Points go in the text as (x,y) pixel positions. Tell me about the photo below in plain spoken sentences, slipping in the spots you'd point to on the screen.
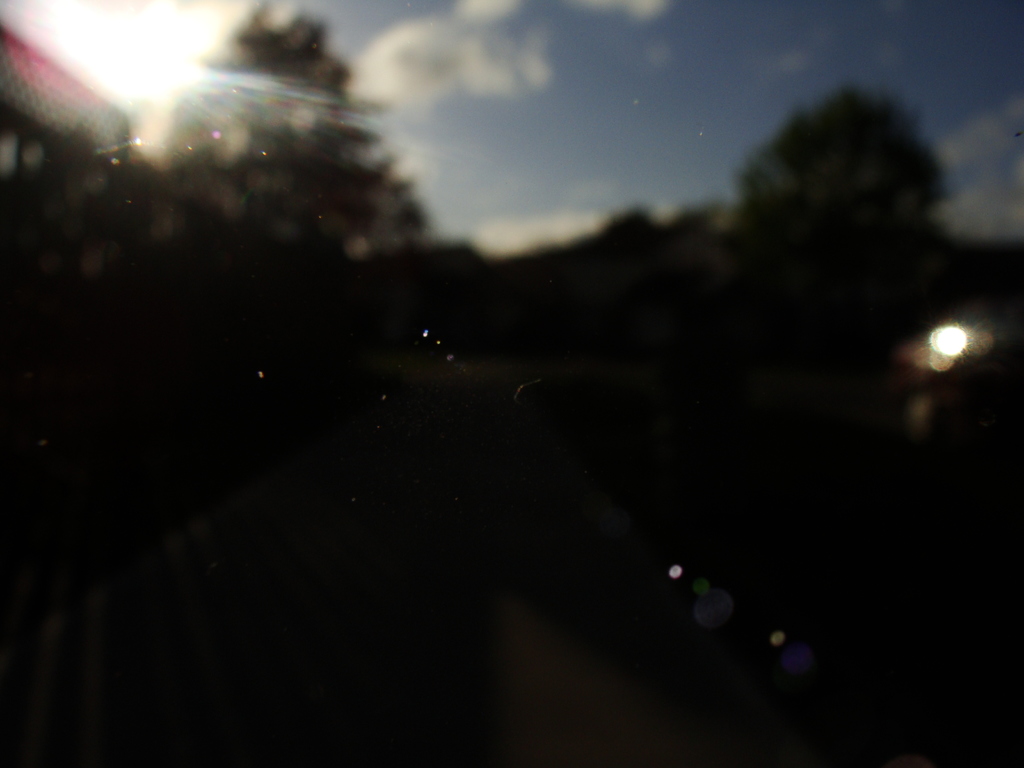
In this image we can see the blurred picture and there are some trees (167,218) and at the top (618,140) we can see the sky (629,137) with clouds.
